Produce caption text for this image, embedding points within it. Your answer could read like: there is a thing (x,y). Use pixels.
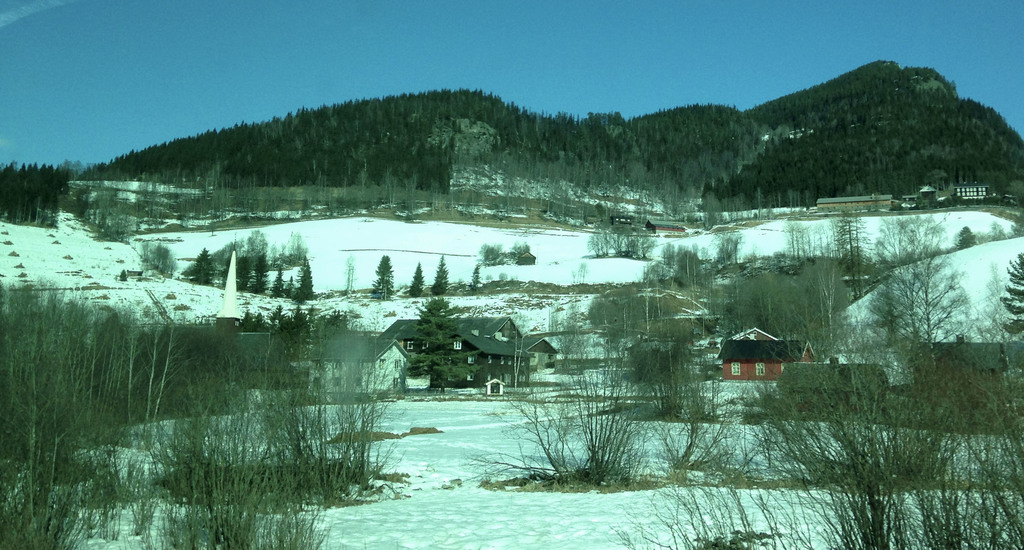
In this image in the middle (539,326), there are houses (503,359), trees (636,335), plants (677,462) and ice (489,443). At the top (596,156) there are trees (716,164), hills (743,207), houses (846,204) and sky (252,70).
